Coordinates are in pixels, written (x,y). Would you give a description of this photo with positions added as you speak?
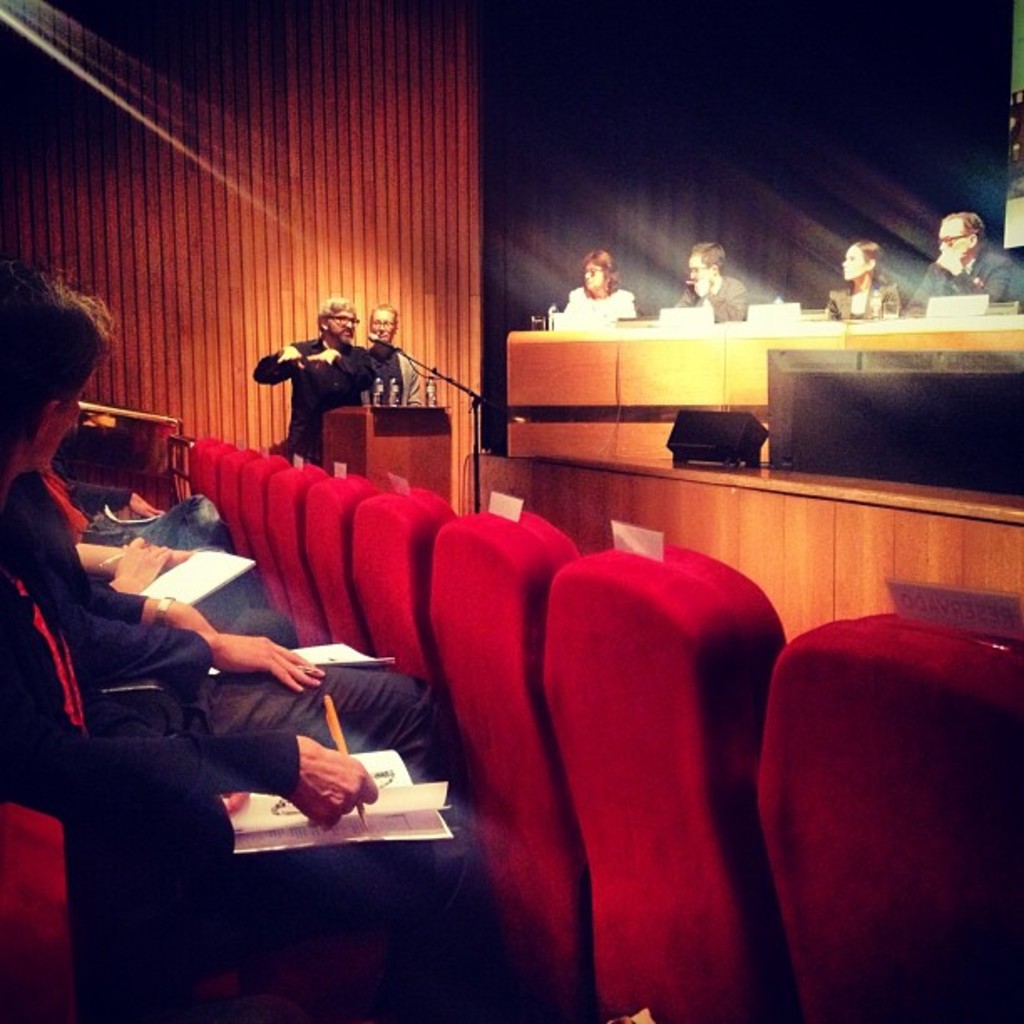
A man (325,365) at a podium (393,452) is speaking with some people (93,560) on either side are listening to him.
